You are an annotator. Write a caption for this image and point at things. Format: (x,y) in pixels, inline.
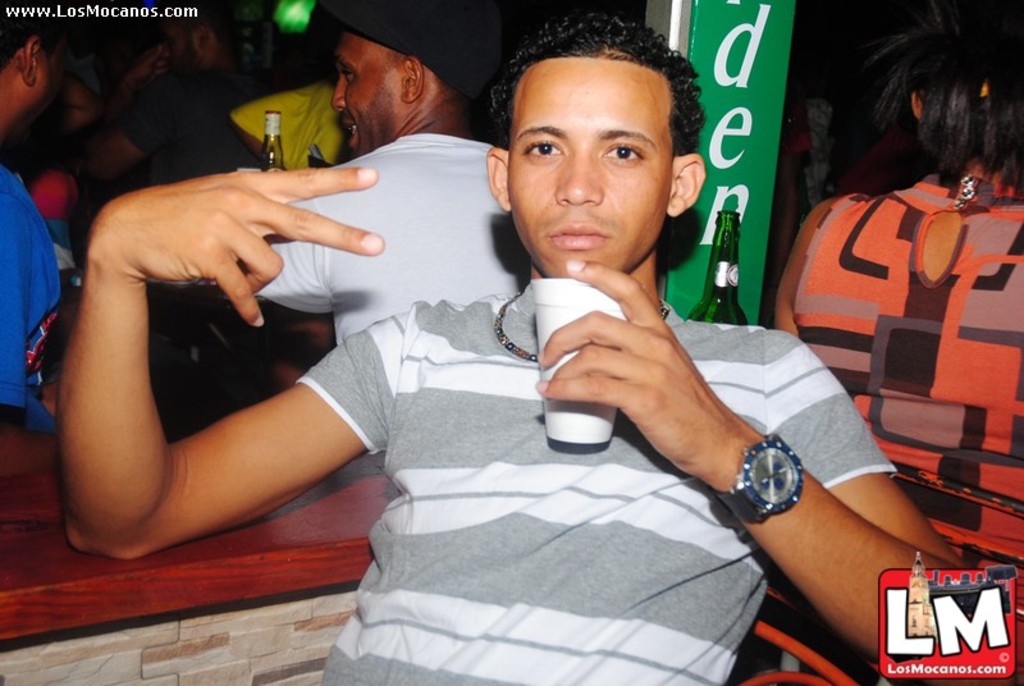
There is a man (554,265) sitting and holding glass (607,438), behind this man (656,366) we can see bottle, board (745,165) and people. In the bottom right of the image (914,612) we can see logo (964,590). In the top left of the image (95,7) we can see text (29,11).
